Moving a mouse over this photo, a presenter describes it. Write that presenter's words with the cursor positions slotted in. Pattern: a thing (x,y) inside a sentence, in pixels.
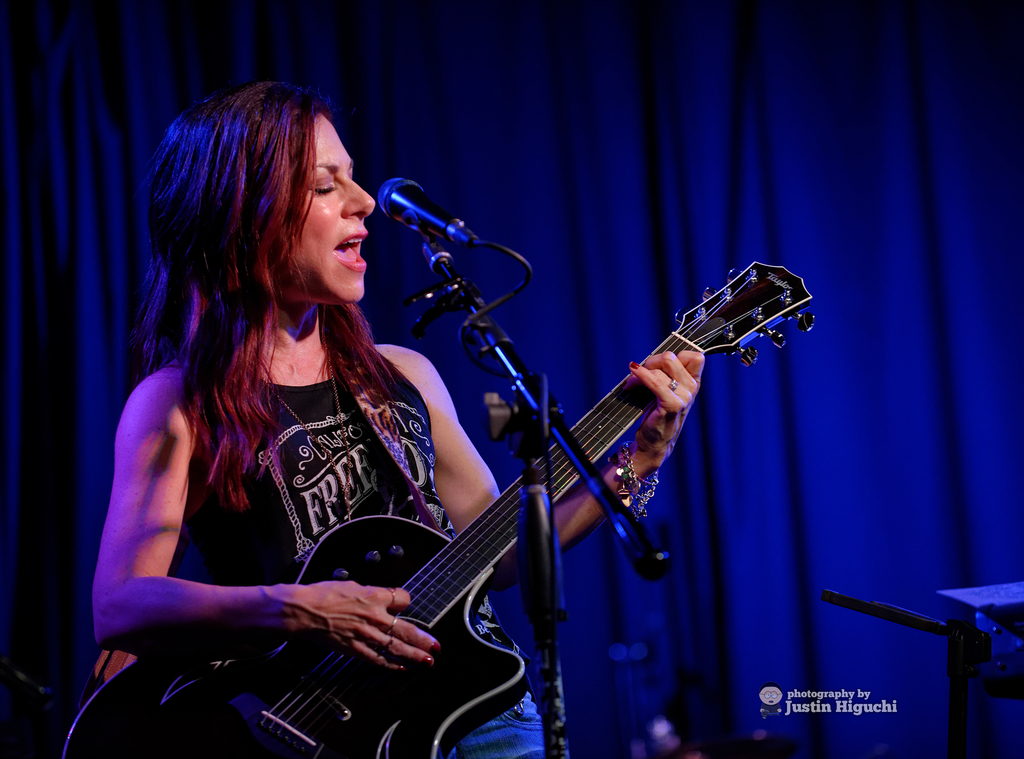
This picture shows a woman (358,378) playing a guitar (502,528) and singing with the help of a microphone (398,193) and we see curtains (442,155) back of her
